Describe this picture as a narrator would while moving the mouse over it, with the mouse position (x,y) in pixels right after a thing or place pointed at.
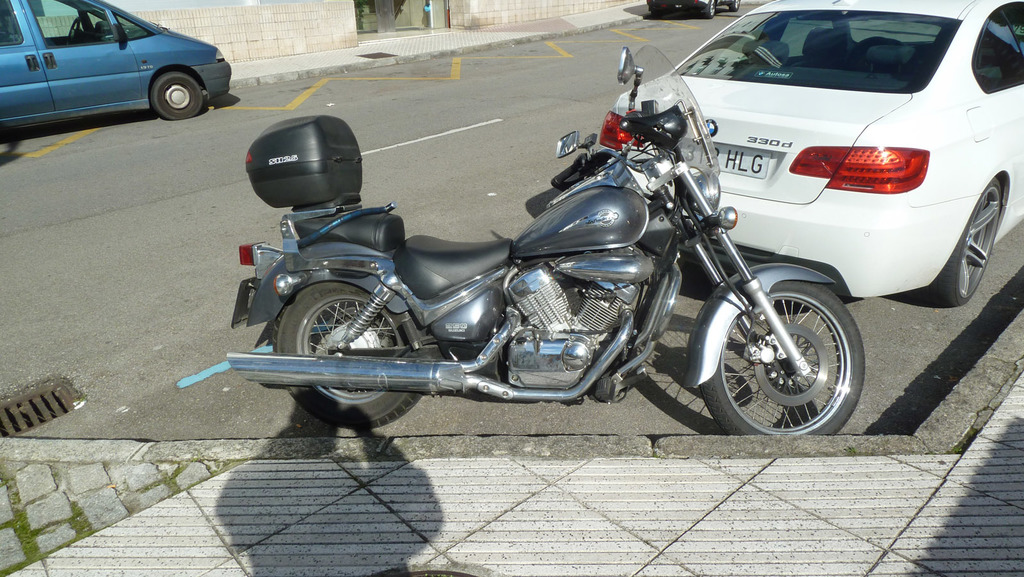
In this image there is a bike (603,365) and two cars (788,207) and a vehicle (694,8) are on the road (430,80). Bottom of image (230,566) there is a pavement (321,468). Top of image (308,40) there is wall (304,32), before it there is a pavement (376,53).
